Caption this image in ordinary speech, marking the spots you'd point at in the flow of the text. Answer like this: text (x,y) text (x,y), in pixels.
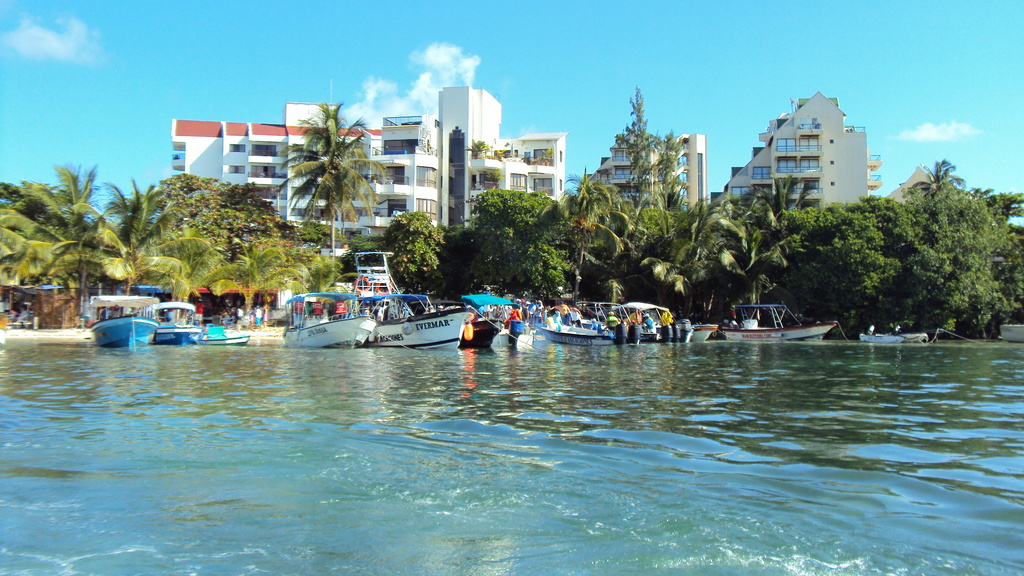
This image is taken outdoors. At the bottom of the image (254,452) there is a sea (611,428). At the top of the image (183,64) there is a sky (736,70) with clouds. In the middle of the image (560,216) there are many trees (602,214) and a few buildings (459,156) and there are a few boats (382,300). A few people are standing on the ground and a few (652,315) are sitting in the boats (770,327).
